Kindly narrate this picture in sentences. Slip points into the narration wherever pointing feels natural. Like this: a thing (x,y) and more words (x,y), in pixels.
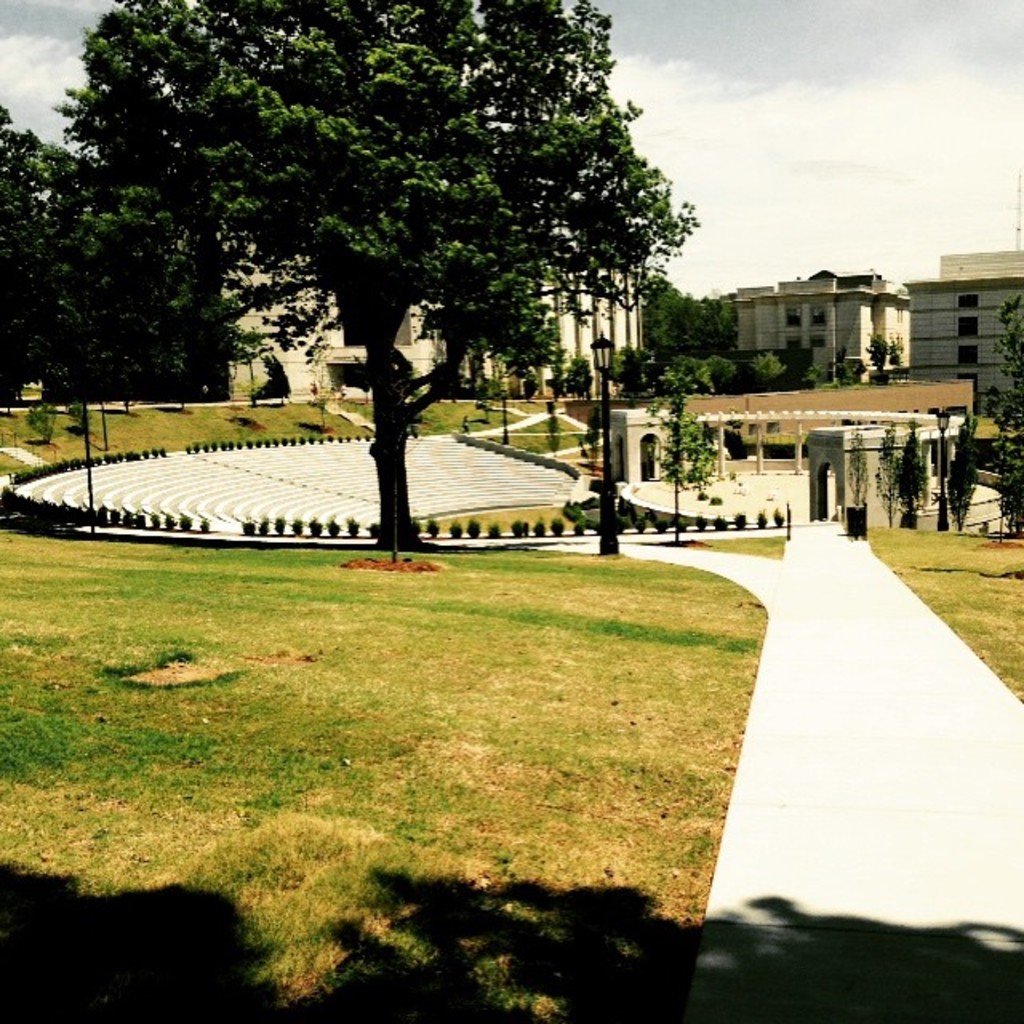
In this image in the background (851,309) there are some buildings (966,370), trees (913,464), stairs (555,494), flower pots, plants (959,502), grass (46,451). And at the bottom (724,945) there is a walkway (800,836) and grass (571,745), and at the top of the image (751,50) there is sky (794,109).
